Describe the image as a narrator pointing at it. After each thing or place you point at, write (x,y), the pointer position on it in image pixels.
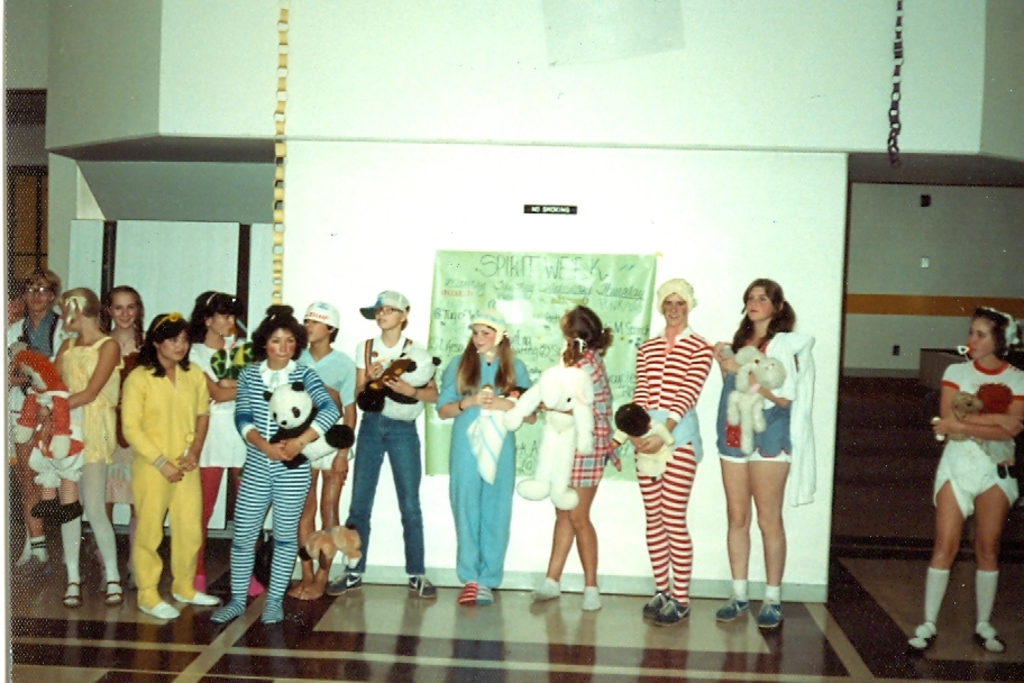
The picture is taken in a room (536,559). In the foreground of the picture (474,368) there are people (948,403) standing, holding toys (385,399). Behind them there is a banner (473,259). In the background (140,195) it is wall (146,80), painted white.
